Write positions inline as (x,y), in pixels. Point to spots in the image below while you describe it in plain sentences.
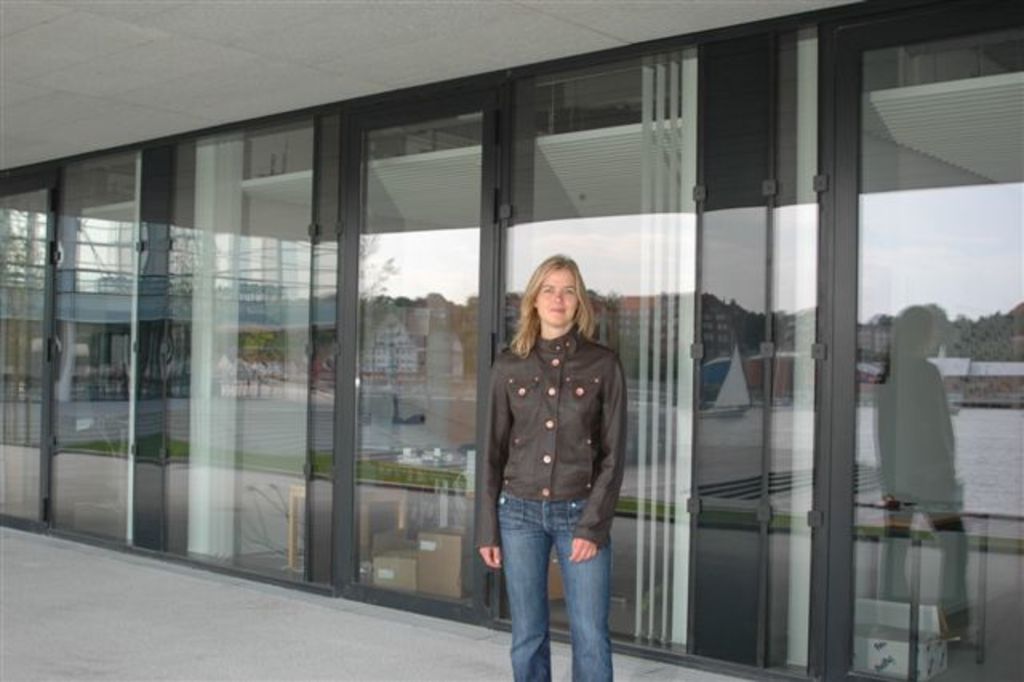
In this picture we can see a woman (525,481) standing on the path (247,579). There are a few glass objects (355,513). On these objects (455,483), we can see the reflections (622,254) of a few houses (786,366), plants (475,315), a woman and other objects (177,379).
